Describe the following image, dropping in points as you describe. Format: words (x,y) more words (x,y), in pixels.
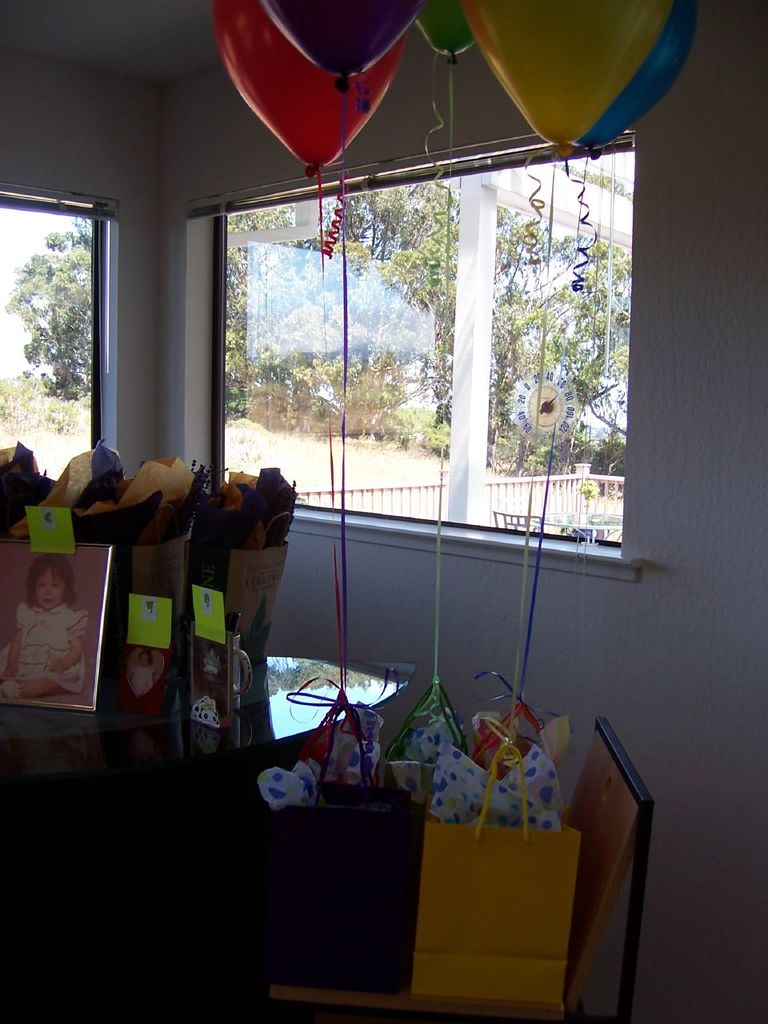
In this picture I can see there is a table (307,729) and a chair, there are few gifts (414,836) packed, there are few balloons (518,24) tied to the carry bag (394,866). In the backdrop (494,360) there is a wall (720,231), windows (260,342) and there are trees (422,377) visible from the window (309,484). The sky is clear.
